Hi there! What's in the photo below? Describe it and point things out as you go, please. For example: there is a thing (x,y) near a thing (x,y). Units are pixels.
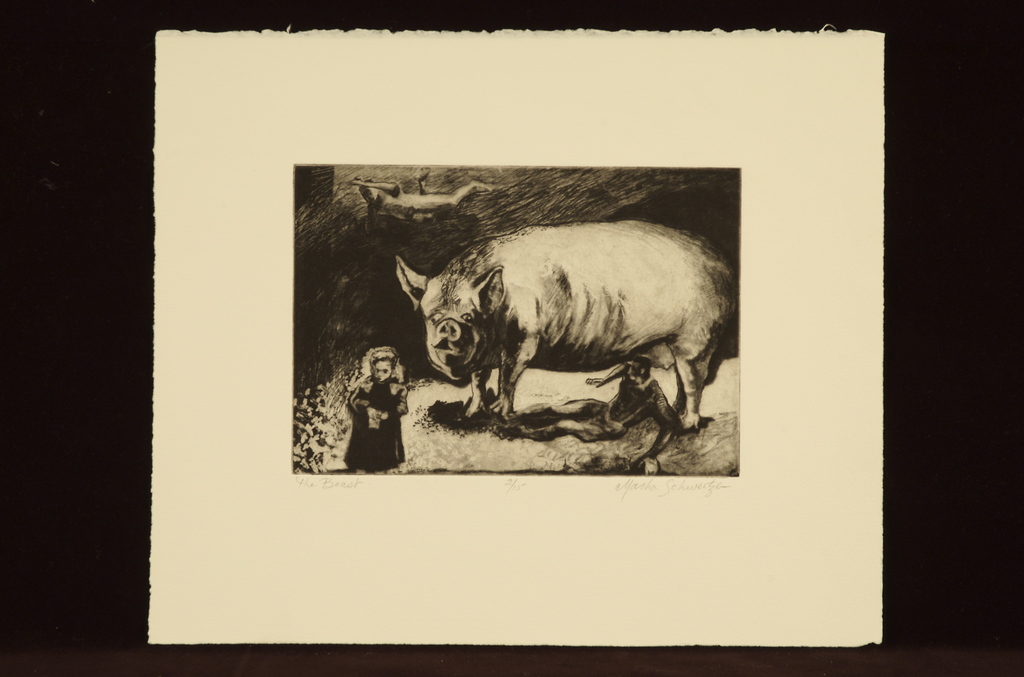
In the picture we can see a painting (548,424) on the white surface (863,500) with a white and black sketch (574,285) and in that painting (717,251) we can see a pig (561,288) and a person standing near to it.
